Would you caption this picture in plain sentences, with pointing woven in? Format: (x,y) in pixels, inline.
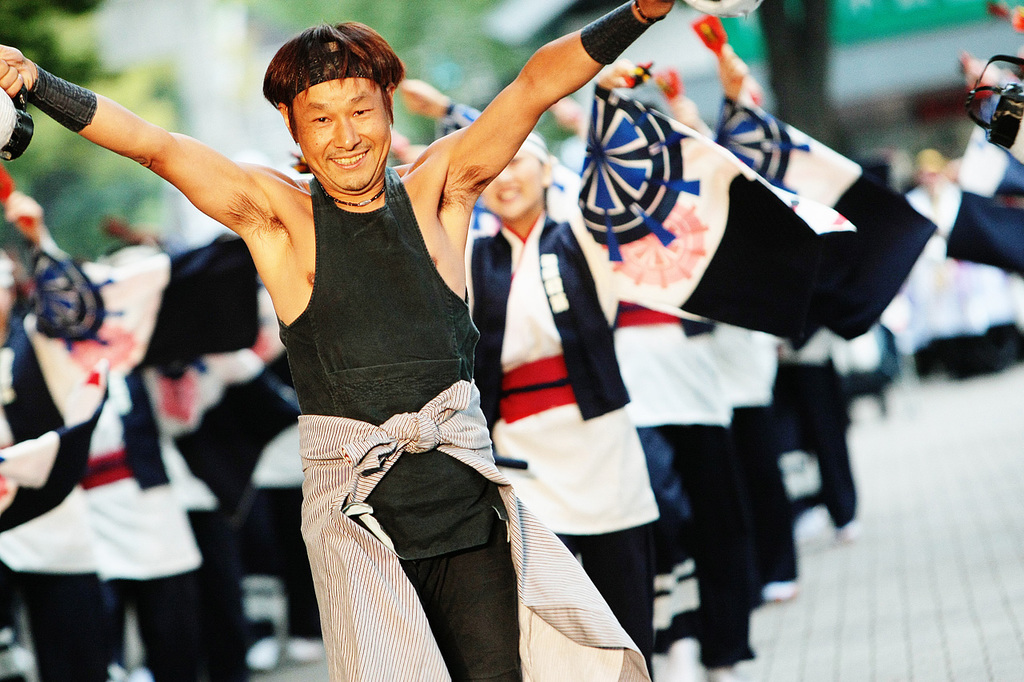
There is a person (273,86) wearing headband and wristband (76,92) is standing and smiling. In the background (497,273) there are many people (649,265) and it is blurred.
